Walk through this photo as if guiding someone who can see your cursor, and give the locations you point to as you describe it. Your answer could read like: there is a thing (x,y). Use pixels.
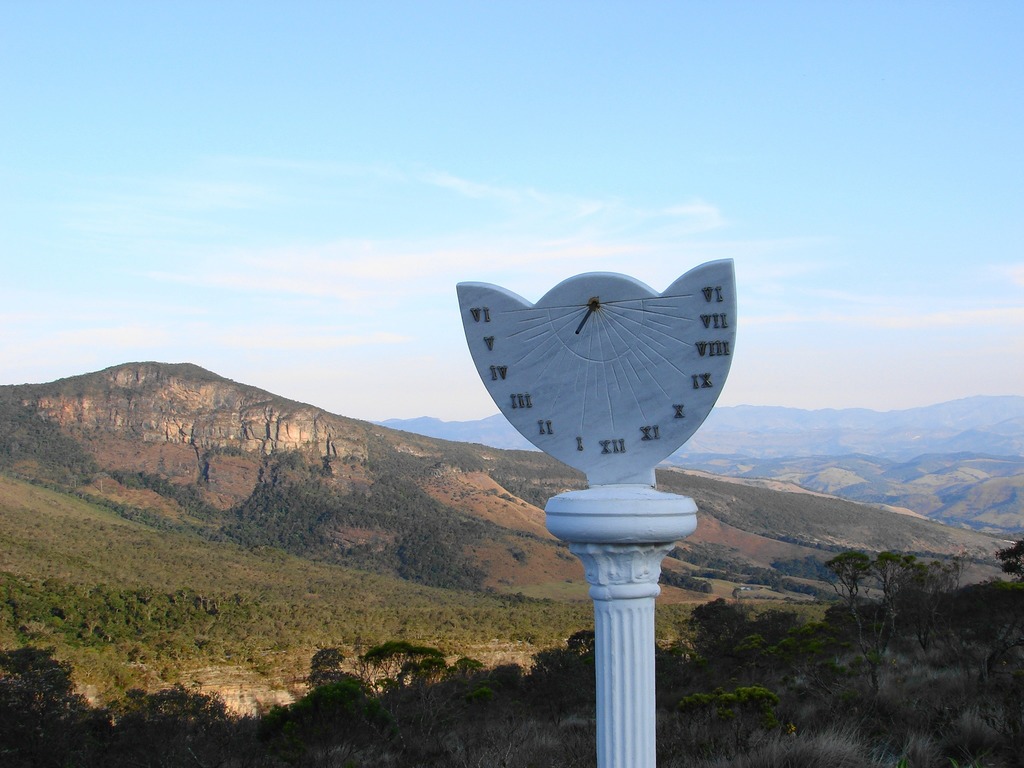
There is a white color pillar (567,374) with numbers (582,441). In the back (424,647) there are trees (707,670), hills (767,488) and sky (409,239) with clouds (485,229).
